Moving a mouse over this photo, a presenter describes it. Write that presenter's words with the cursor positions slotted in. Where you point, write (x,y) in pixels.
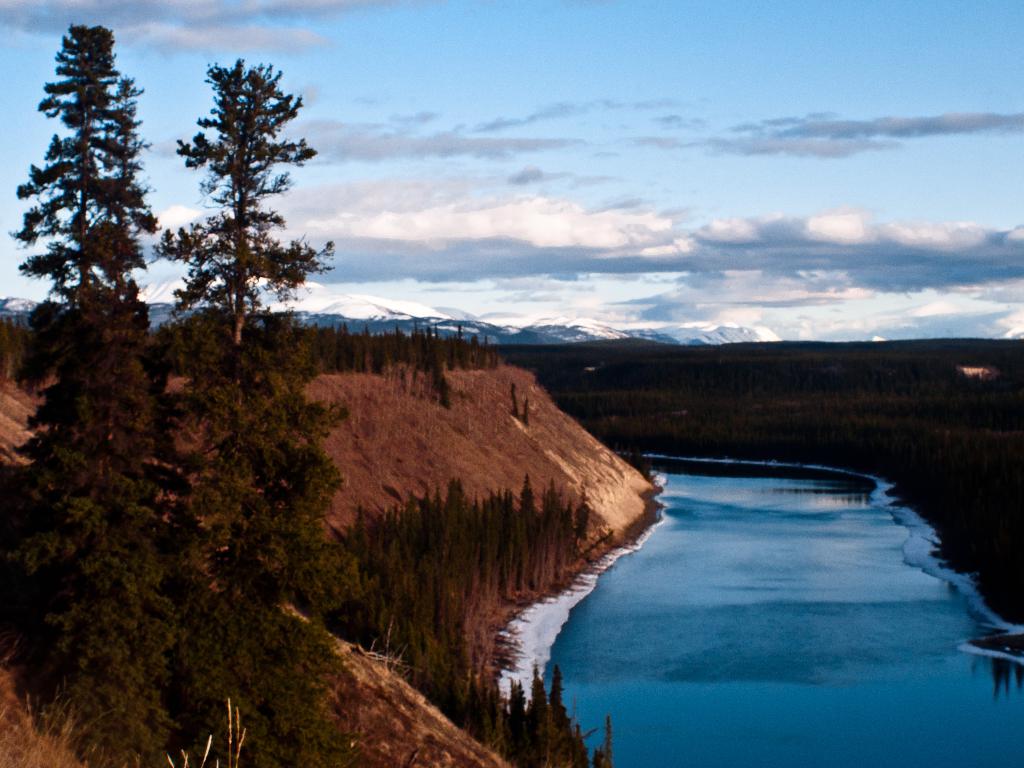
In this image we can see there are mountains (480,414), trees (222,388), water (876,533) and the cloudy sky (609,232).
